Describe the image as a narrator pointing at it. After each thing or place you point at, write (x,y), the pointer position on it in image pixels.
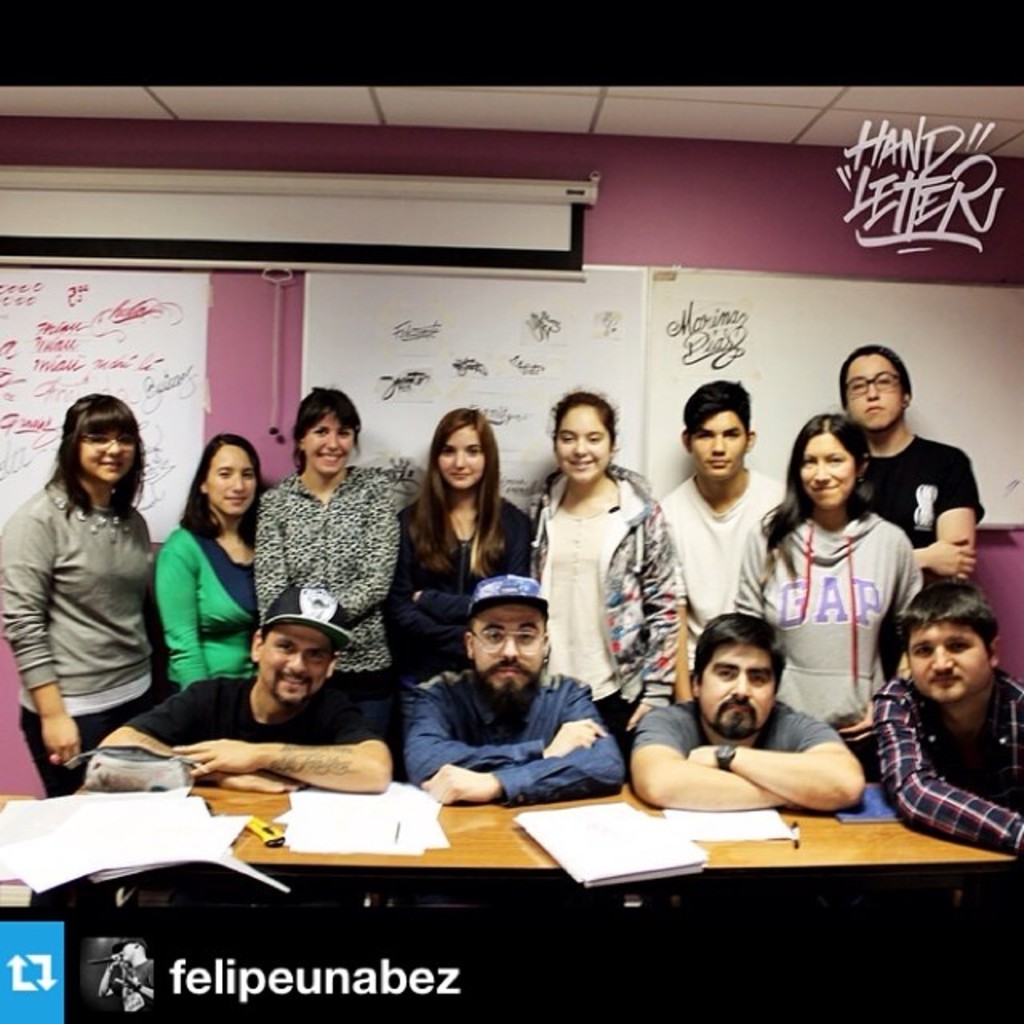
In the background (554,337) we can see boards (530,395) and a screen board (369,228). At the top (481,112) there is a ceiling (733,121). We can see people (519,521) standing and giving pose to a camera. Here near to a table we can see men (775,664) and on the table (852,861) we can see papers (298,846).
